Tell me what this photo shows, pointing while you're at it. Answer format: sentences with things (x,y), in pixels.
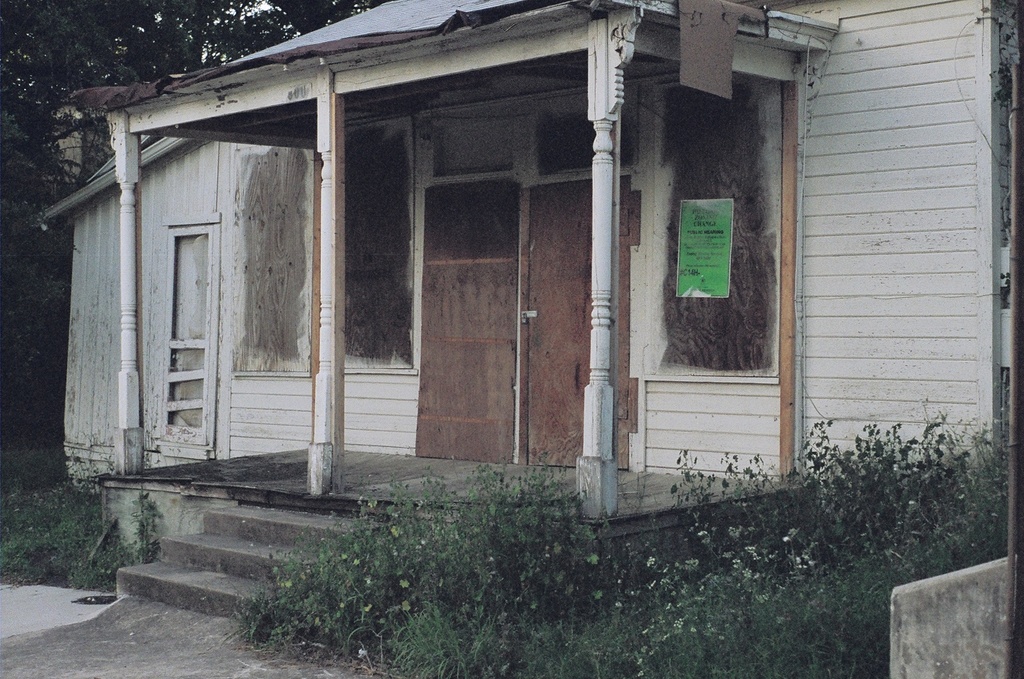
This is a picture of a house (509,317). In the center (528,295) it is a door (516,376). In the foreground (368,650) there are plants (402,586), staircase (225,561). At the top (111,43) there are trees (102,33).
